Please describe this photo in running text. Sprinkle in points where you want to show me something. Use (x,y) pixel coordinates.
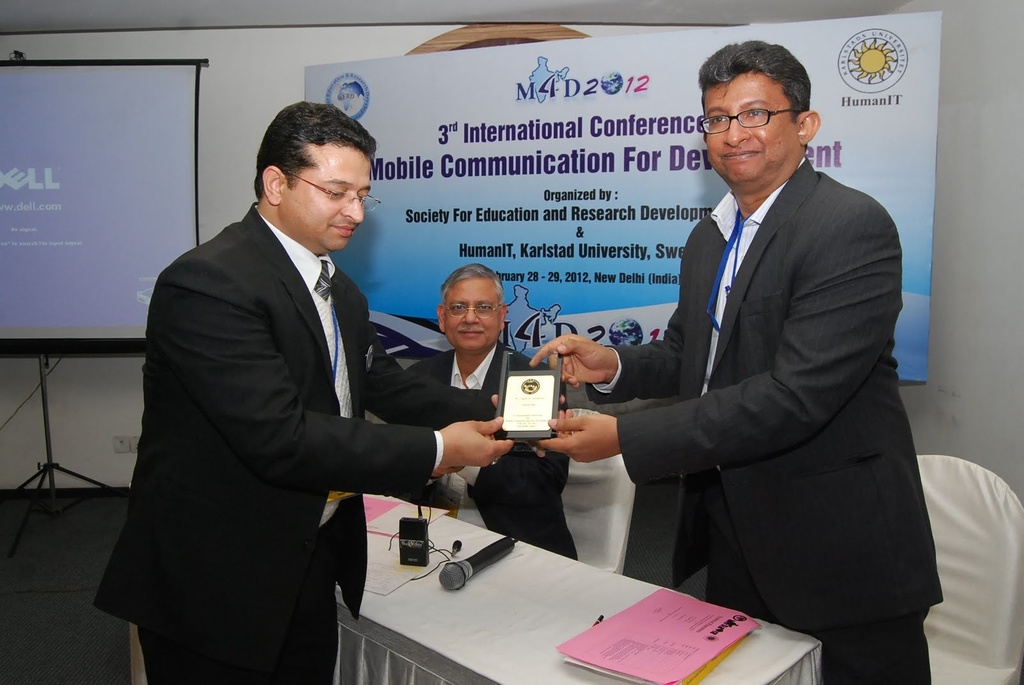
In this picture I can see a man (532,484) seated and couple of them (691,297) standing and holding a memento (510,407) in their hands (552,442) and I can see papers (644,653) and a microphone (450,571) on the table (537,594) and I can see a board (553,111) in the back (617,211) with some text (551,172) and a projector screen (119,144) on the left side (148,177).
